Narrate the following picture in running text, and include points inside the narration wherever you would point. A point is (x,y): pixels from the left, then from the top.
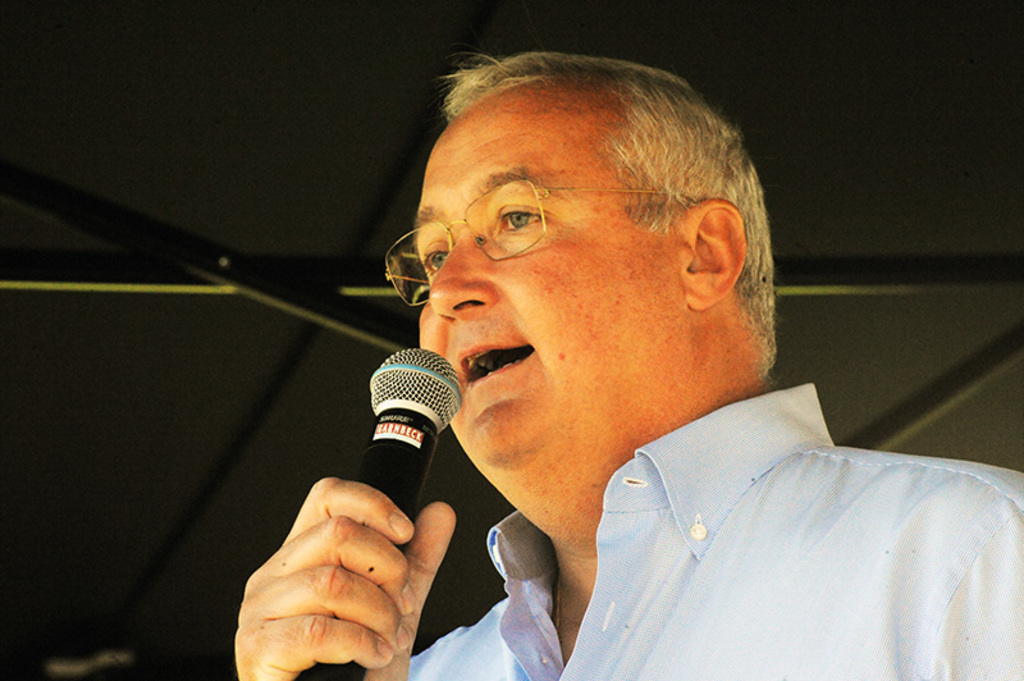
Here we can see a man (656,320) talking on the mike (407,442) and he has spectacles (513,224). There is a black background (956,117).
